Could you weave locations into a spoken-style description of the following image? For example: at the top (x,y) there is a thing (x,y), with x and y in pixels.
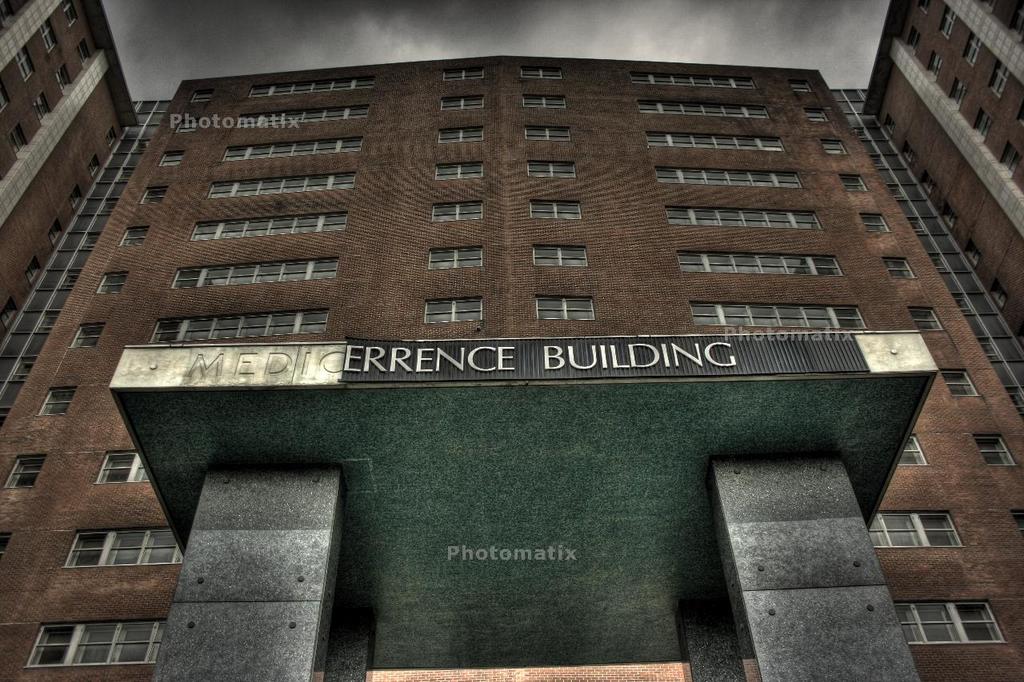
In this image we can see a building (390,162) with windows (579,203), pillars (326,550) and text (472,358) and on the top (785,32) there is a sky (485,20) with clouds (583,25).
